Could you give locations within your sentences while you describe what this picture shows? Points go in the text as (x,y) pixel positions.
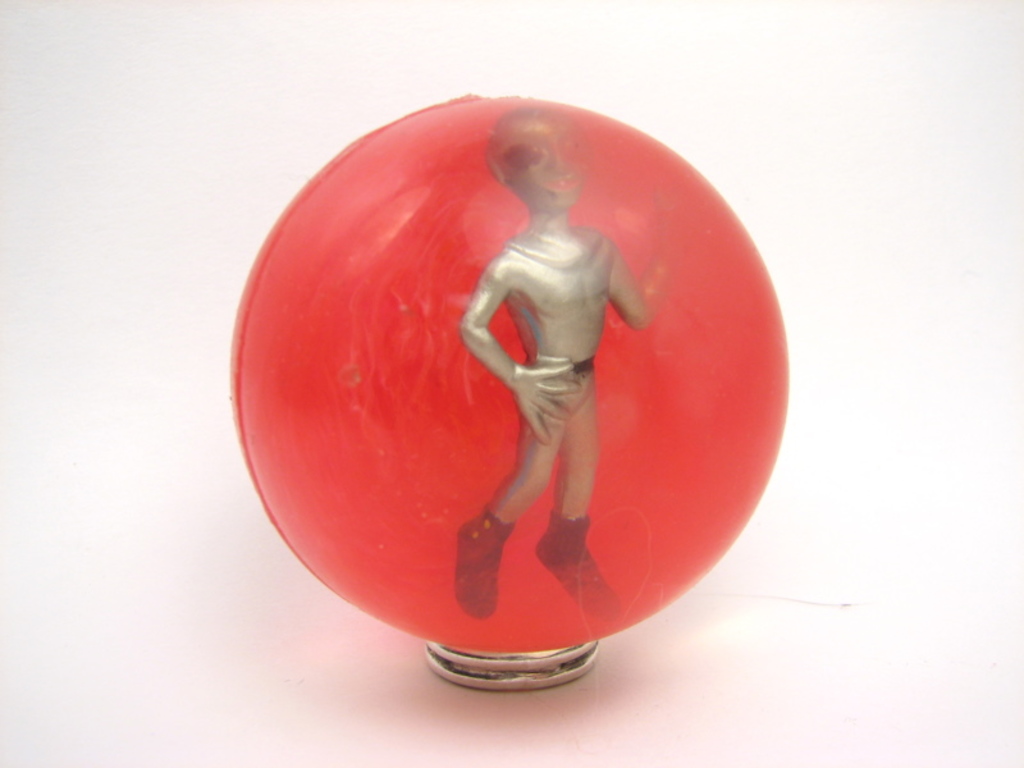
In this picture, we can see a sphere (621,347) with some objects (576,347).
